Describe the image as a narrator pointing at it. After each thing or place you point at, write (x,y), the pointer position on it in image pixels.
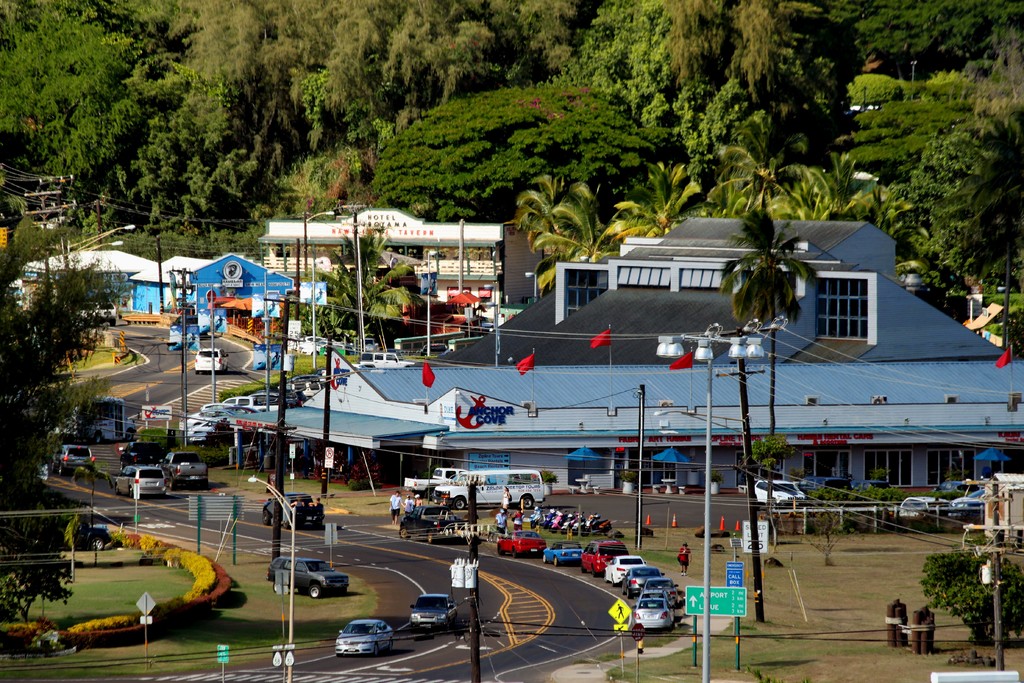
In this image we can see the houses (895,365), shrubs (211,572) and also many trees (529,155). We can also see the flags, light poles (306,239) and also electrical poles (56,201) with wires (619,340) and also lights (675,338). Image also consists of sign boards (621,613) and also the vehicles (378,623) passing on the road (568,565). We can see the motorbikes (565,512) parked on the path (557,502). We can also see the safety cones (721,517) and umbrellas (583,455). Few people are also visible in this image.
